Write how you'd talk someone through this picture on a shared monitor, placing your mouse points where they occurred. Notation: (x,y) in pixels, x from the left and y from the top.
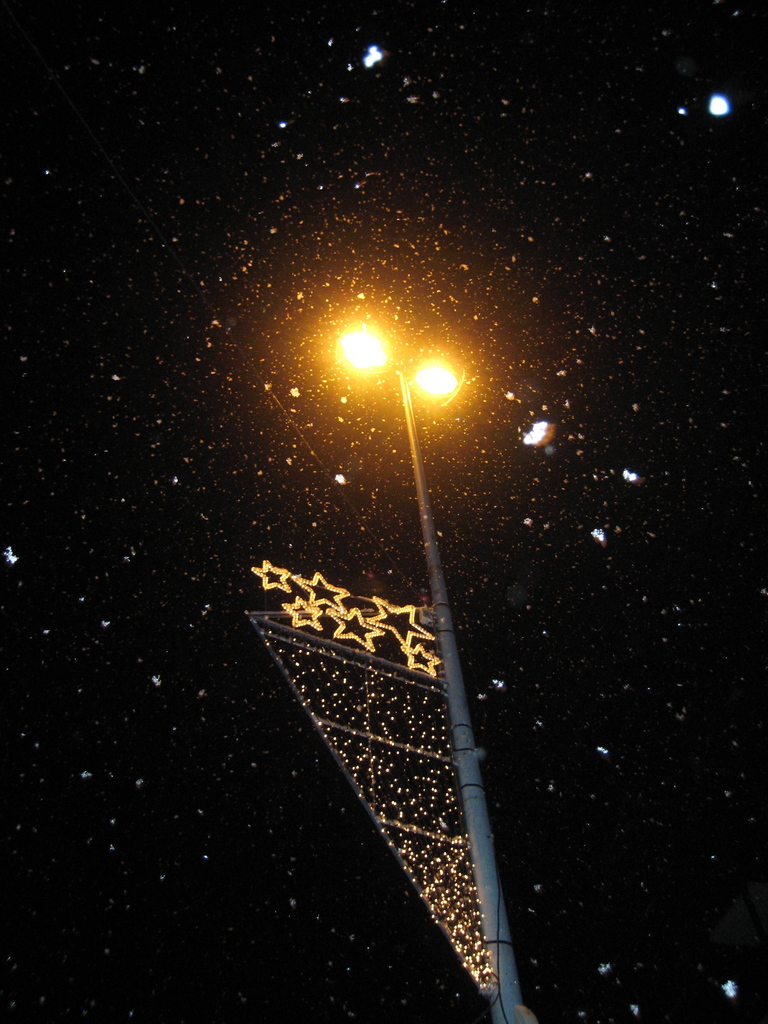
In this image we can see the snow (671,374) falling. Here we can see light pole (461,374) and star lights (419,792) also to the pole (487,899). In the background (397,222), we can see the dark sky (189,220).
